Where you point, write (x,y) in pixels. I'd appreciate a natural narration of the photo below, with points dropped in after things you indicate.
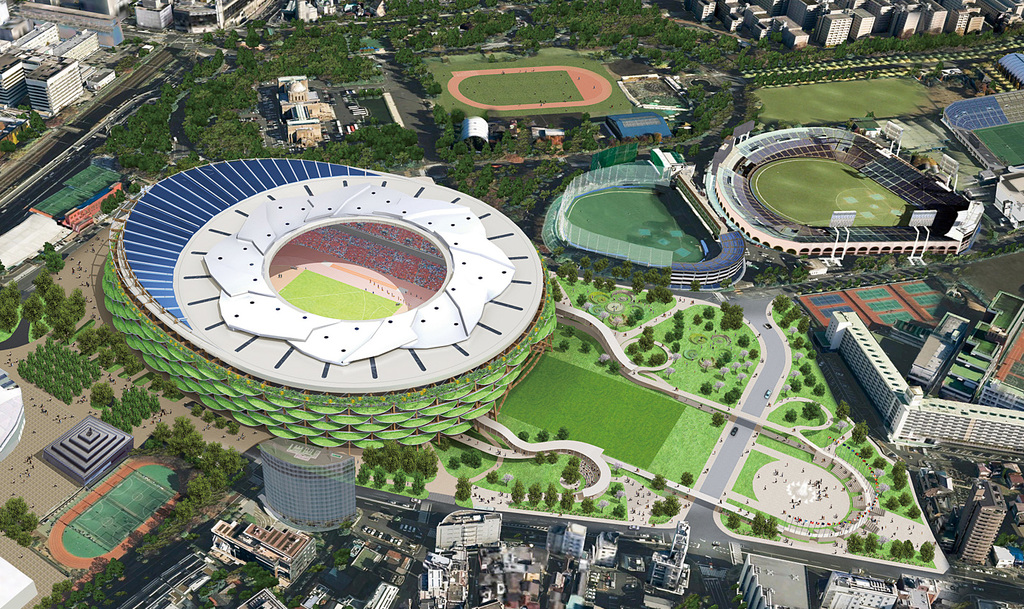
In the picture we can see an aerial view of the city (622,451), in that we can see the stadiums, gardens (637,453), plants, trees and buildings (708,4) and we can also see a road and some vehicles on it.
